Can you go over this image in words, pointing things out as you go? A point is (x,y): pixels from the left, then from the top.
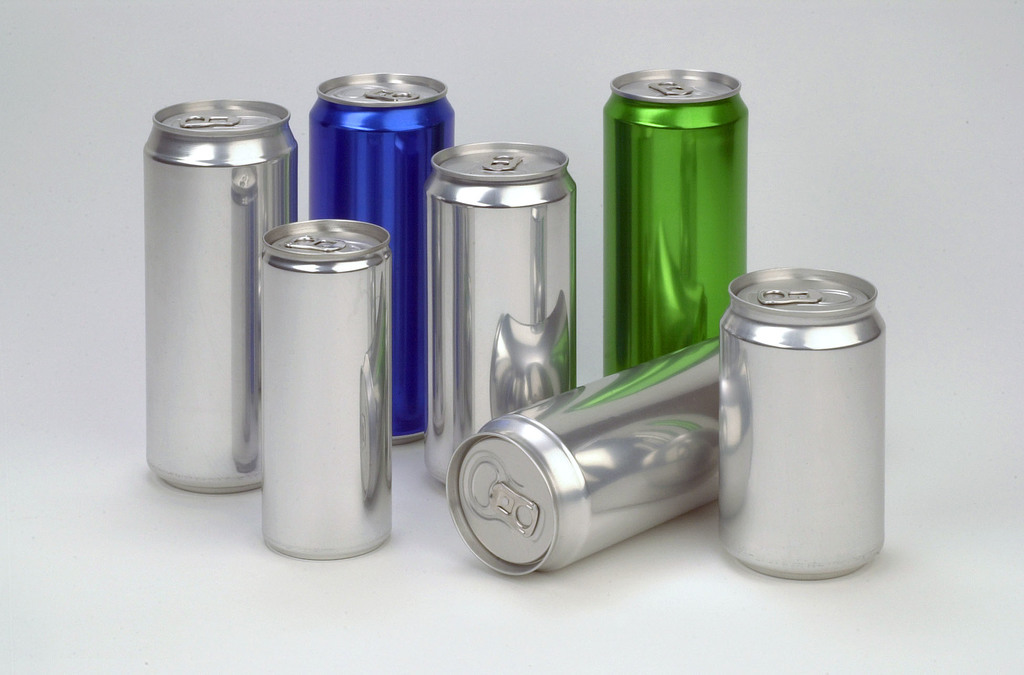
In this picture, we see the seven cans (555,361) which are in blue, green and silver color. In the background (128,50), it is white in color.
